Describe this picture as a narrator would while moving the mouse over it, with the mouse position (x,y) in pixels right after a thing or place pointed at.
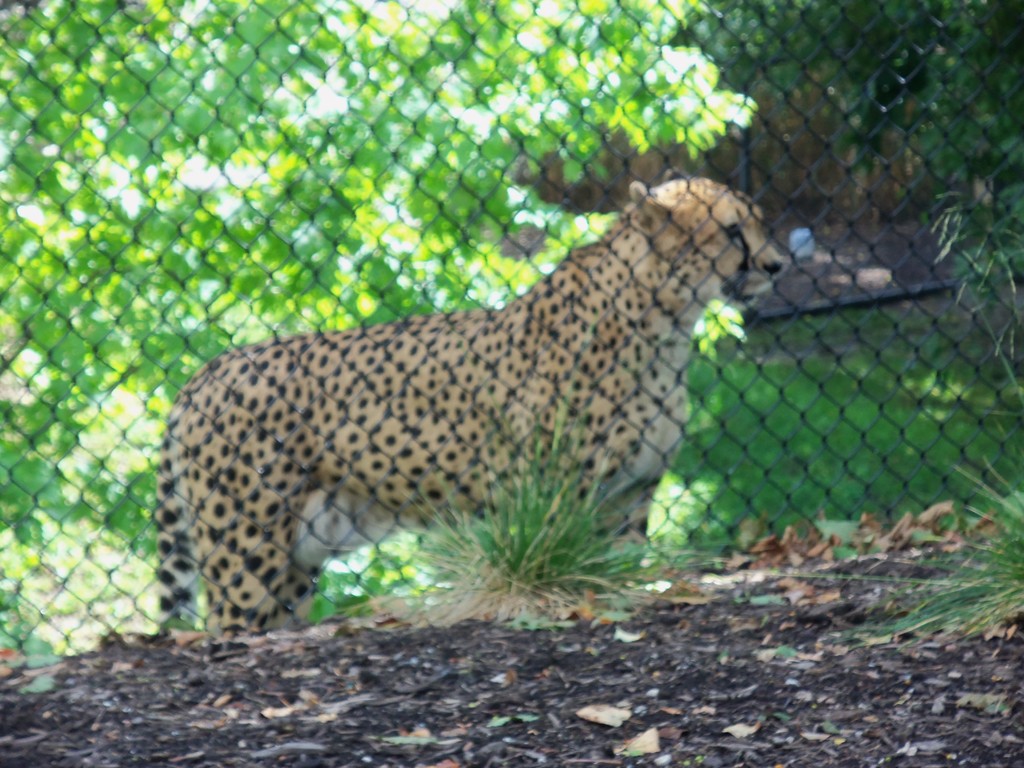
At the bottom (564,569) we can see grass (579,603) and leaves (325,717) on the ground (325,717). In the background (467,498) there is a cheetah (623,375) at the fence (498,432), trees (456,269) and grass (564,569) on the ground (781,254).
